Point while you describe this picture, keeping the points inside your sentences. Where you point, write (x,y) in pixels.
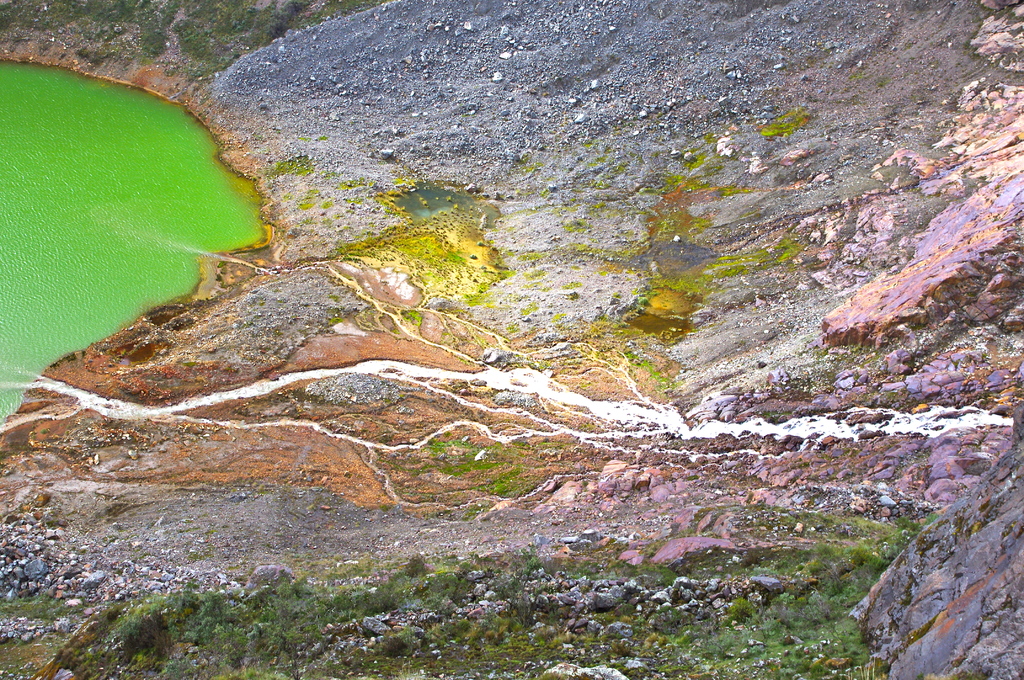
In this image we can see the water (105,226). There are few rocks (991,525) in the image.
